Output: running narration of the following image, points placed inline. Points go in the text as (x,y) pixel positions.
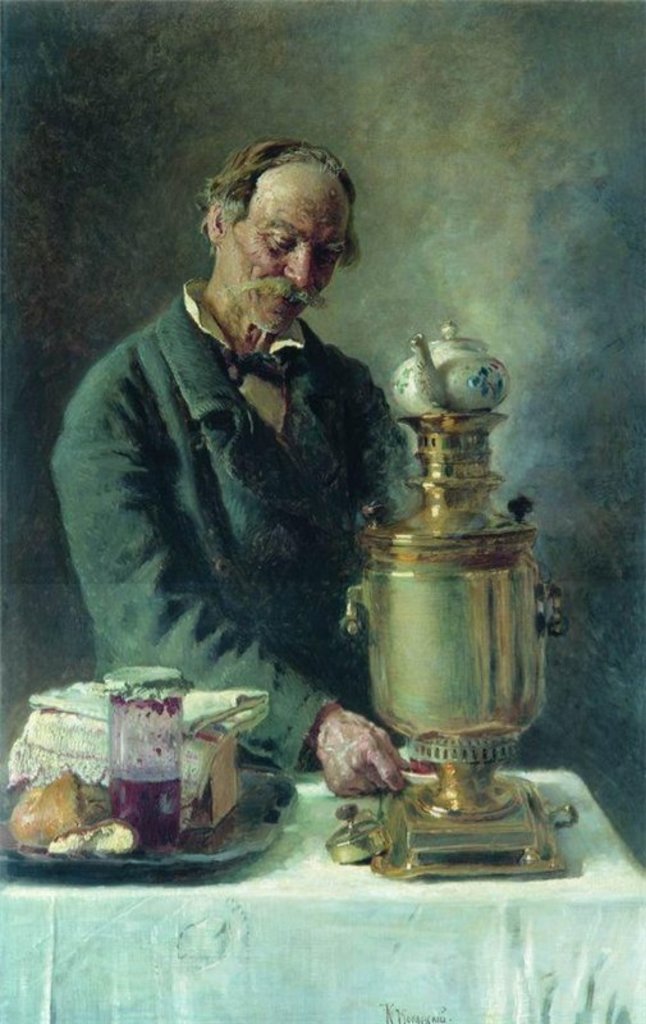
This image is looking like a painting. In this image there is a person (202,465) standing in front of the table (310,841), on the table (299,813) there is an object (426,559), beside that there are some food items (83,839), napkin (238,712) and bottles (157,803) are placed on the tray (26,872). In the background (463,222) there is a wall (535,387).
